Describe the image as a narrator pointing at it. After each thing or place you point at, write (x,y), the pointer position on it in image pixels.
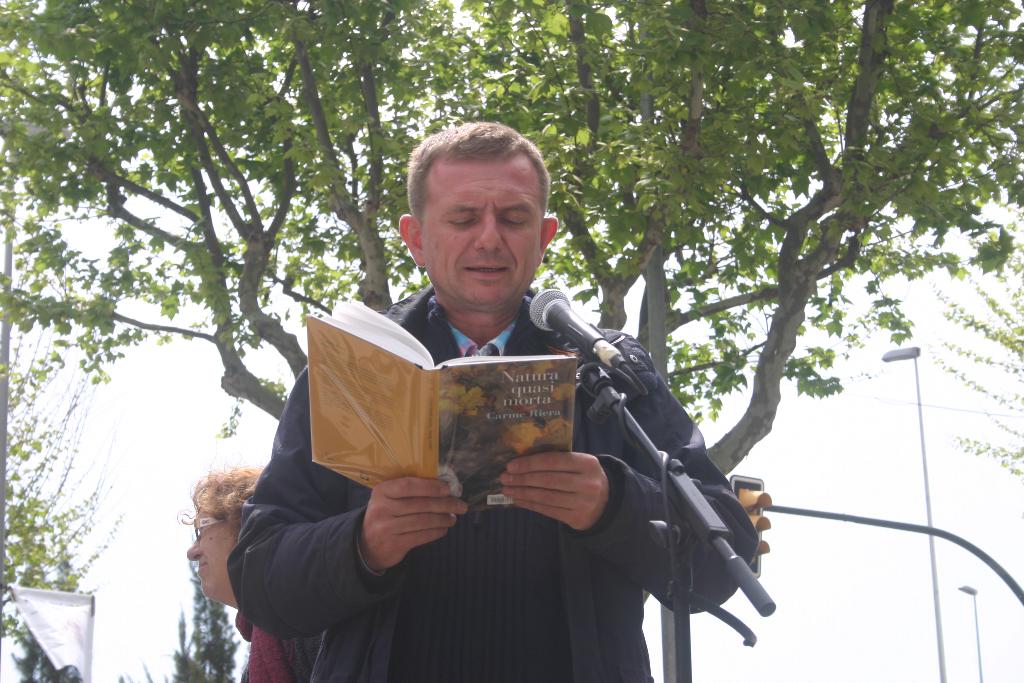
This image is taken outdoors. In the background (173,388) there is the sky (781,496) and there are a few trees (795,307). On the right side of the image (896,360) there are two poles (902,349) with street lights (919,415). In the middle of the image (471,245) a man (515,244) is standing and he is reading a book (416,389) and there is a mic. There is a signal light (751,511) and a woman (216,496) is standing.
